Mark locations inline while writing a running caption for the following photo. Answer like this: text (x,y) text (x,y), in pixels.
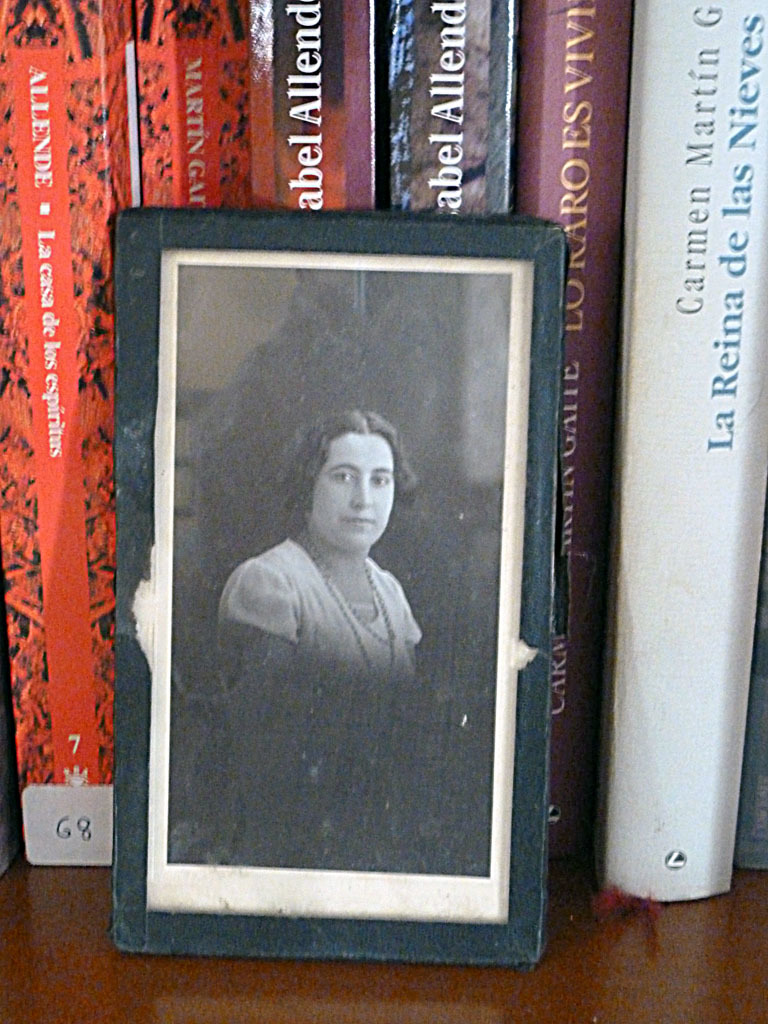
This image is taken indoors. At the bottom of the image (173,975) there is table (347,973). In the background (310,95) there are a few books (665,332) on the table (640,950). In the middle of the image (307,395) there is a picture frame (255,366) of a woman (330,557) on the table (183,980).
